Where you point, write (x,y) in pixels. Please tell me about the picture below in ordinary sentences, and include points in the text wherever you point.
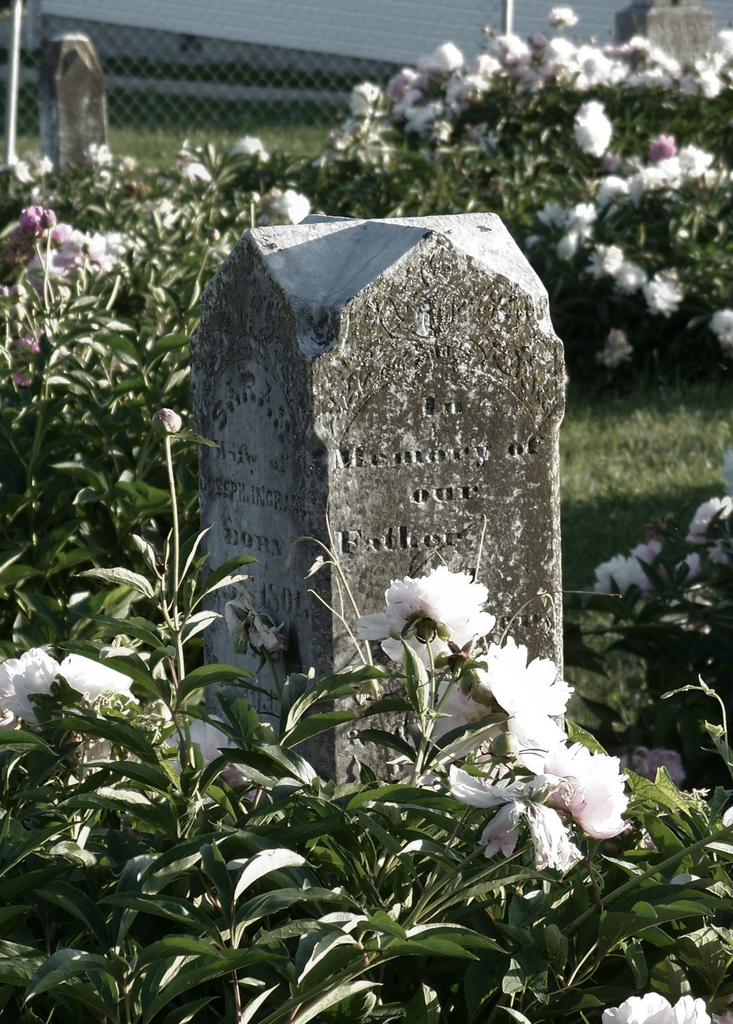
In this picture I can see a tombstone (364,419) in the center (337,401) and I see number of plants (54,185) around it and I see flowers (511,711) which are of white color. In the background (214,38) I see the fencing (197,88) and I see few more tombstones (71,70).
